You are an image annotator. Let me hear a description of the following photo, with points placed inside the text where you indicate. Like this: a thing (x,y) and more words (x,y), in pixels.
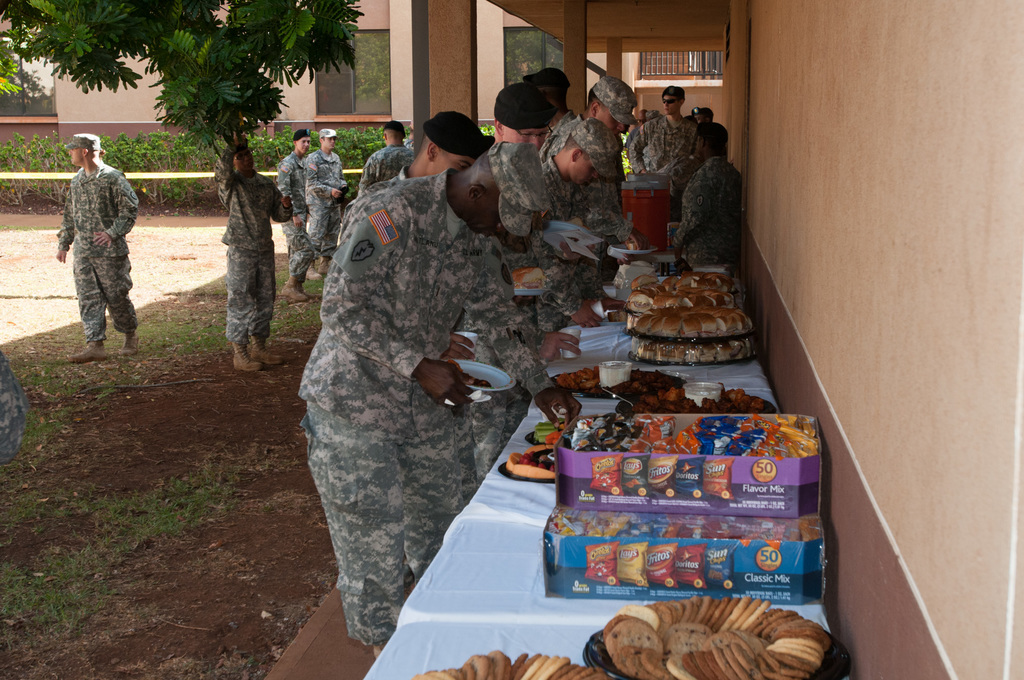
In this image I can see the group of people (375,263) with the uniforms (440,257). In-front of these people (466,224) I can see the table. On the table (529,570) there are food items (613,540). I can see few people (498,415) holding the plates (475,385). In the background (262,54) I can see many trees (333,55) and the building (829,55).
